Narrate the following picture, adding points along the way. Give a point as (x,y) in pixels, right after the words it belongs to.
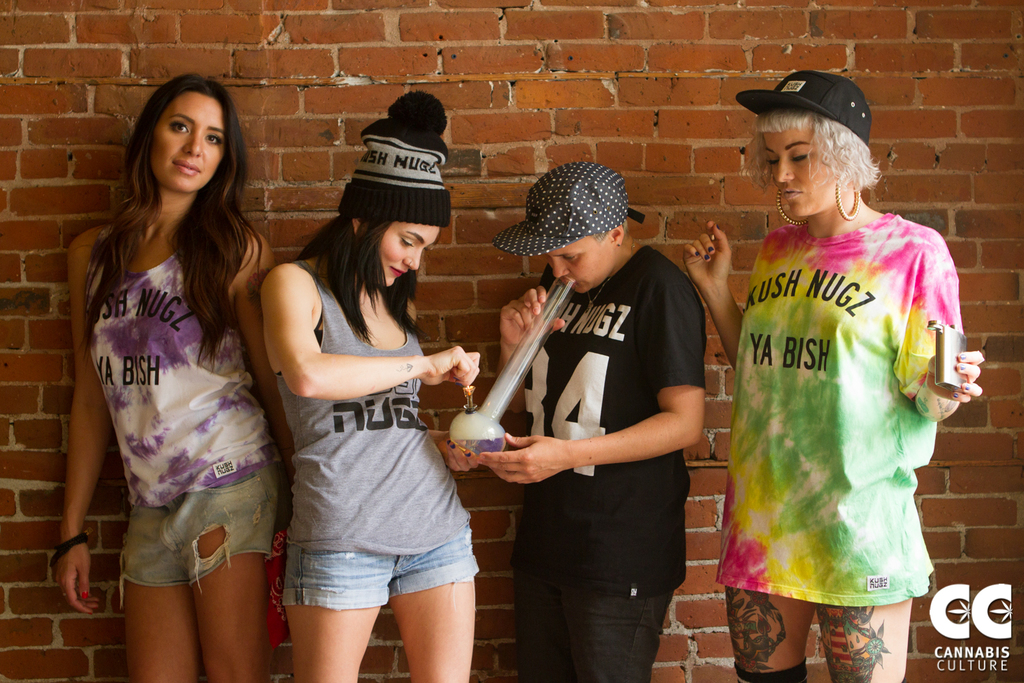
In this picture we can see a group of people (344,480) standing and a person (553,454) in the black t shirt (527,422) is holding an item (521,366). Behind the people (171,347) there is a brick wall (629,112) and on the image there is a watermark (975,618).
